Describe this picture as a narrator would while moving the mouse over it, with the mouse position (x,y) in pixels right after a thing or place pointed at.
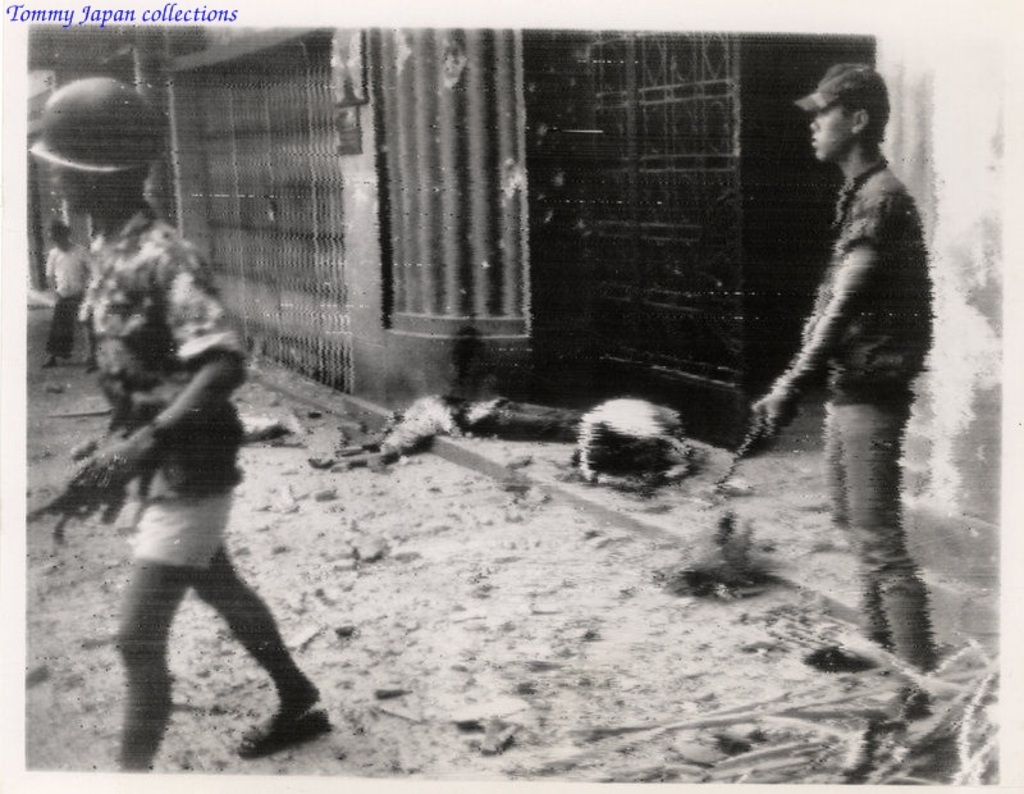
It is a black and white image, in the middle (546,294) it is a house (509,191). On the left side (212,466) a man (202,478) is walking by holding the gun (95,492) in his hand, on right side (870,87) a man (873,552) is standing by holding a weapon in his hand (784,402).
